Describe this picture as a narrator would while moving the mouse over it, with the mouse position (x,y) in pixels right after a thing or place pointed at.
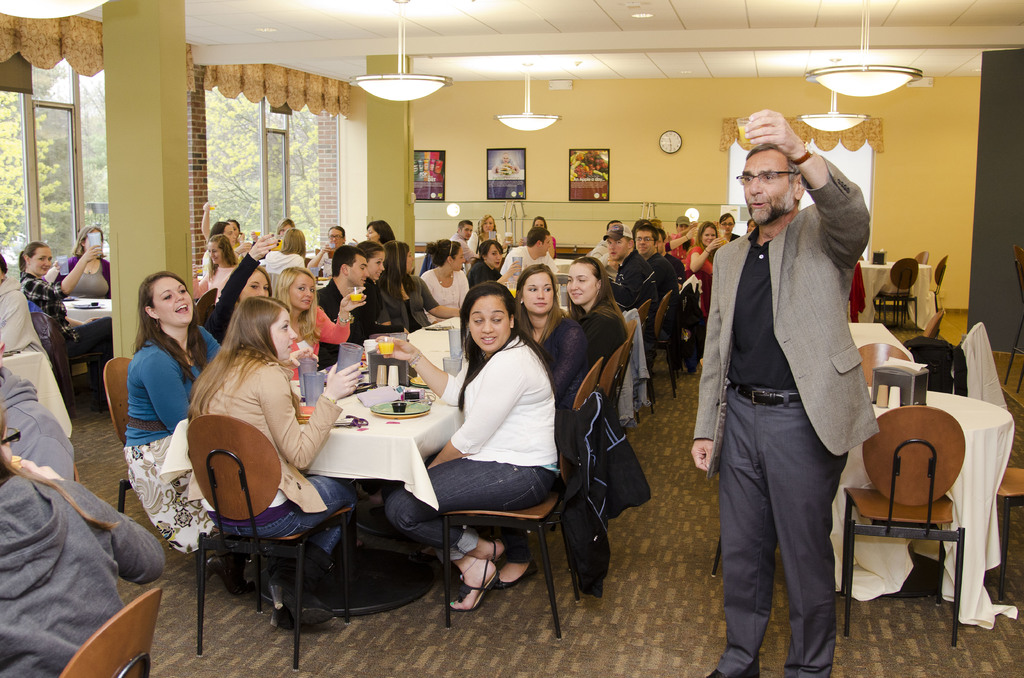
The person (779,364) wearing a coat (799,276) is standing and holding a drink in his left hand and there are group of people (476,308) beside and the background wall (667,172) is light yellow in color.
